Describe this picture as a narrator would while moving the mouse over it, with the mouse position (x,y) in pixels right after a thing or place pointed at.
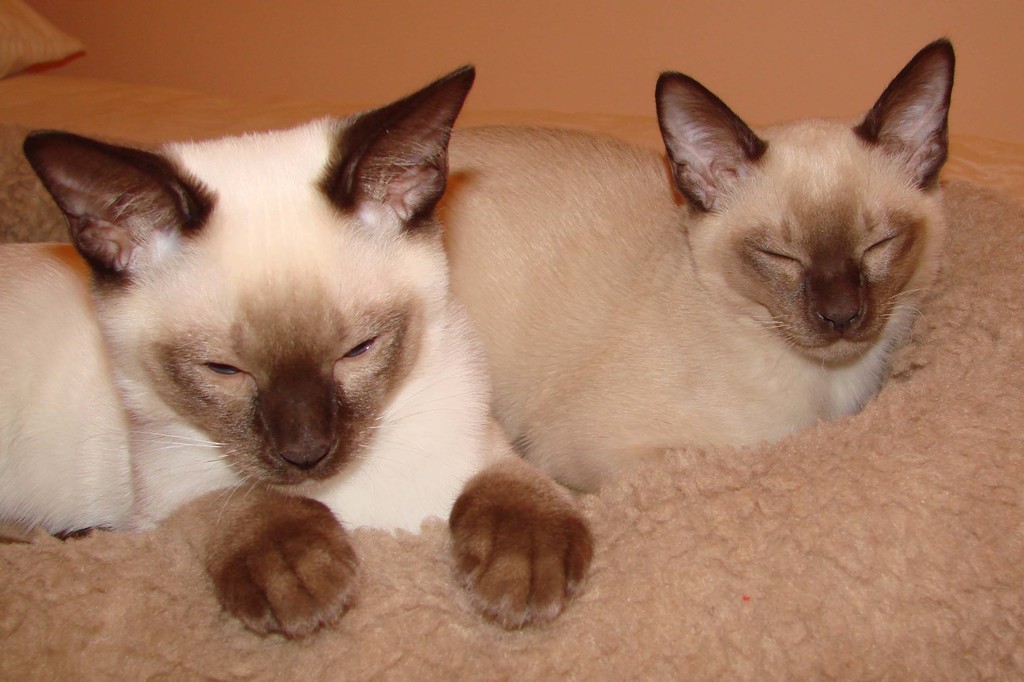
In this image I can see there are cats (501,286) on the bed (848,530). And there is a pillow (21,50) and a cloth (86,95). And at the back (590,87) there is a wall (572,39).
